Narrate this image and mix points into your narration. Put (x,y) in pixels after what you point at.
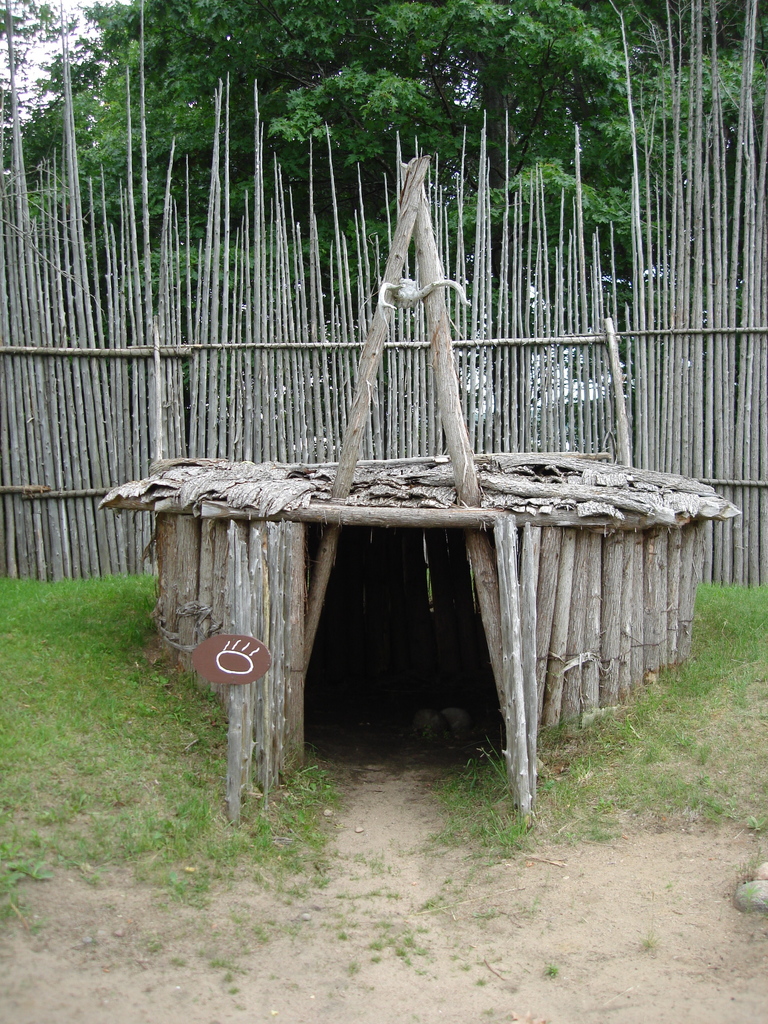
There is a shed (296,525) made with wooden sticks (565,572). On the ground (152,691) there is grass (679,721). In the back (589,375) there is a wooden wall (272,353). In the background (361,70) there are trees (447,66).
